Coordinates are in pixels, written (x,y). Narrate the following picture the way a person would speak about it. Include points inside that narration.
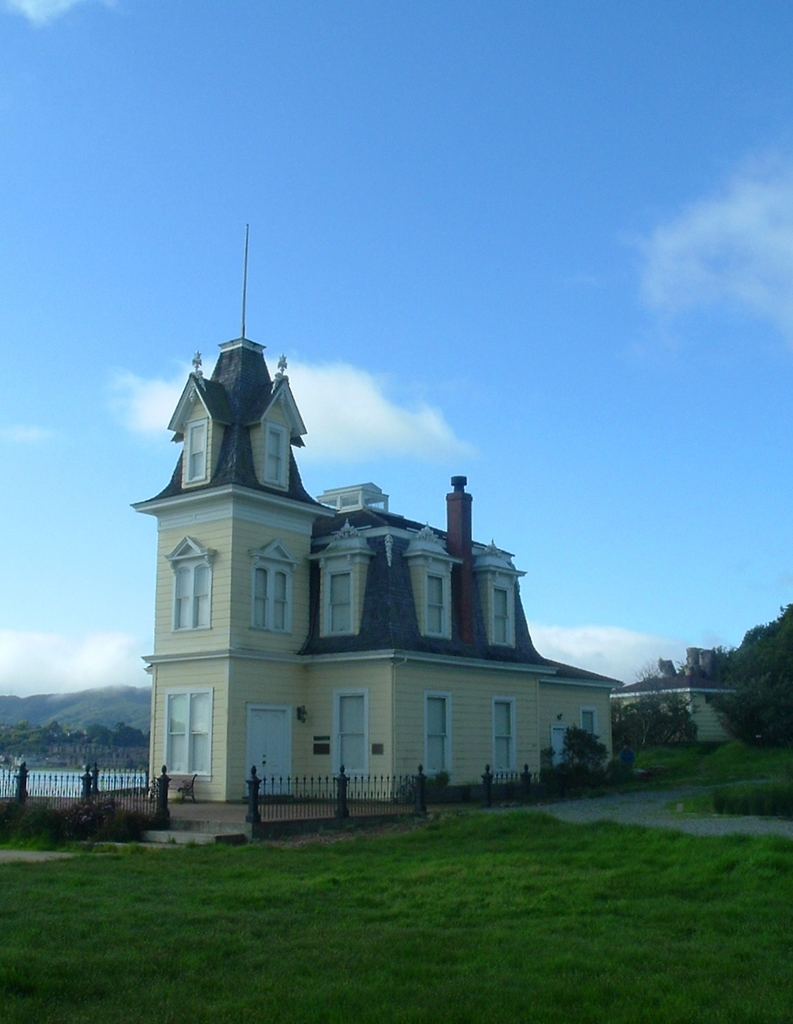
In this picture there is a building (363,750) in the center of the image (463,492) and there is grassland (455,839) at the bottom side of the image (375,857), there are trees (85,740) on the right (656,679) and left side of the image (89,730).
